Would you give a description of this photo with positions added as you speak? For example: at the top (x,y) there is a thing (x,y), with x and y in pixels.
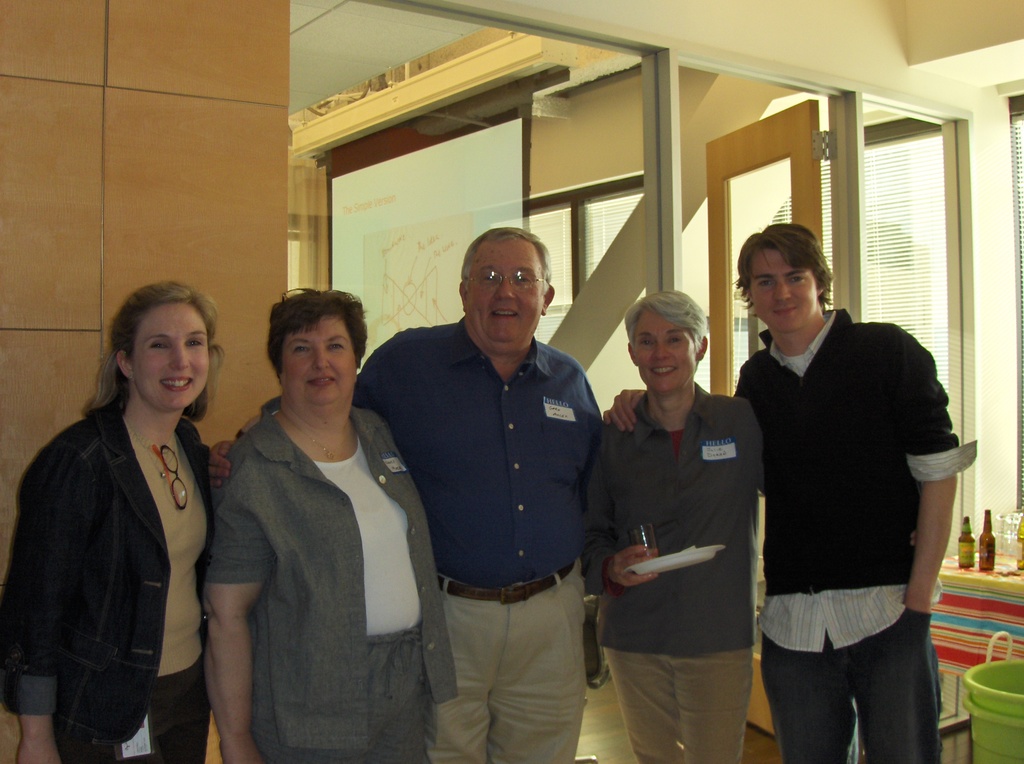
In this image I can see the group of people (746,652) with different color dresses (503,708) and I can see one person (660,600) holding the plate (647,574) and glass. To the right (972,722) I can see the buckets (983,730) and bottles (966,559) on the colorful cloth (953,578). In the background (318,233) I can see the screen (372,277), window blinds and the door (735,259).
